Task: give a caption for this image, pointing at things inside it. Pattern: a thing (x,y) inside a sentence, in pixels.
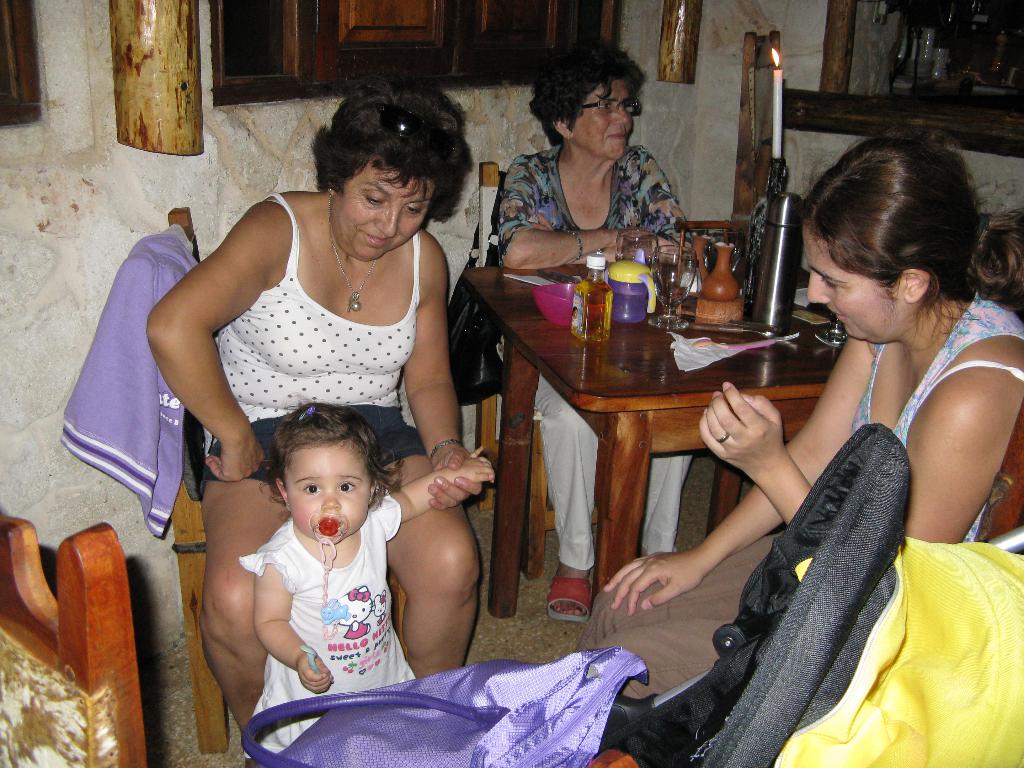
In this image I can see three women (236,414) are sitting on chairs (1015,495). Here I can see a girl (383,578) in white dress (335,638). I can also see a table (603,449) and on it I can see a bottle (586,311), a candle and few other things (642,302). I can also see clothes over here and I can see one of them is wearing specs (606,105).
